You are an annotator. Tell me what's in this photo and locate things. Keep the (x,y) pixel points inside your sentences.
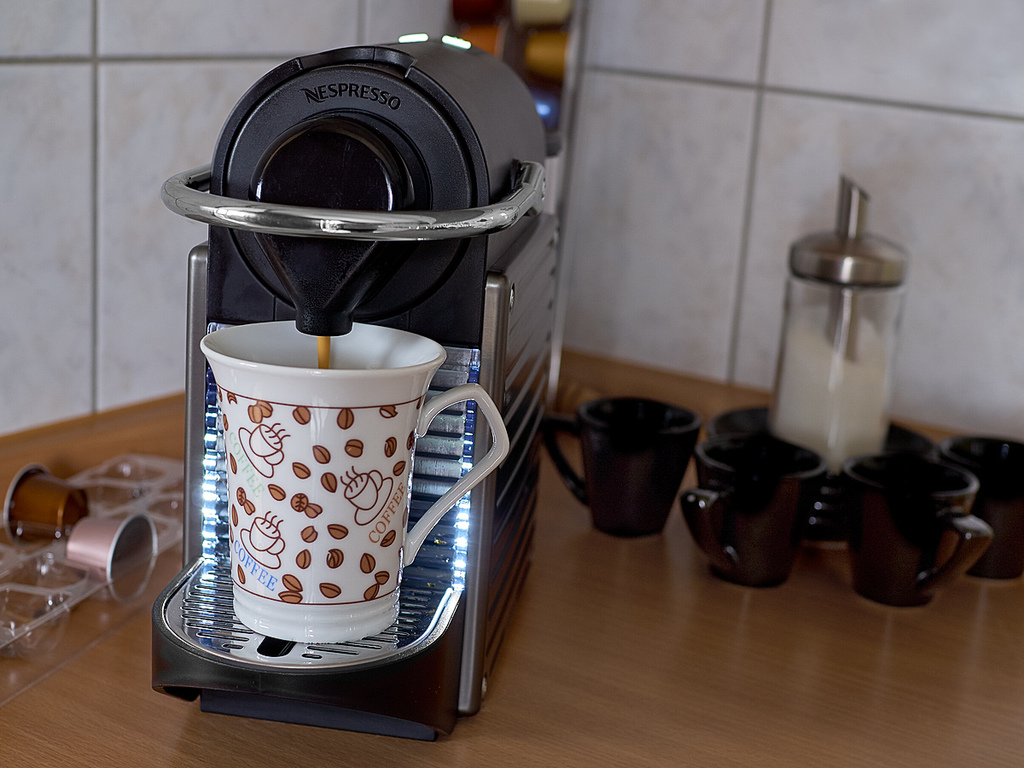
In this picture there is a coffee machine (364,194) on the left side of the image (316,77) and there are cups (727,438) and a sugar dispenser (823,323) in the image.
